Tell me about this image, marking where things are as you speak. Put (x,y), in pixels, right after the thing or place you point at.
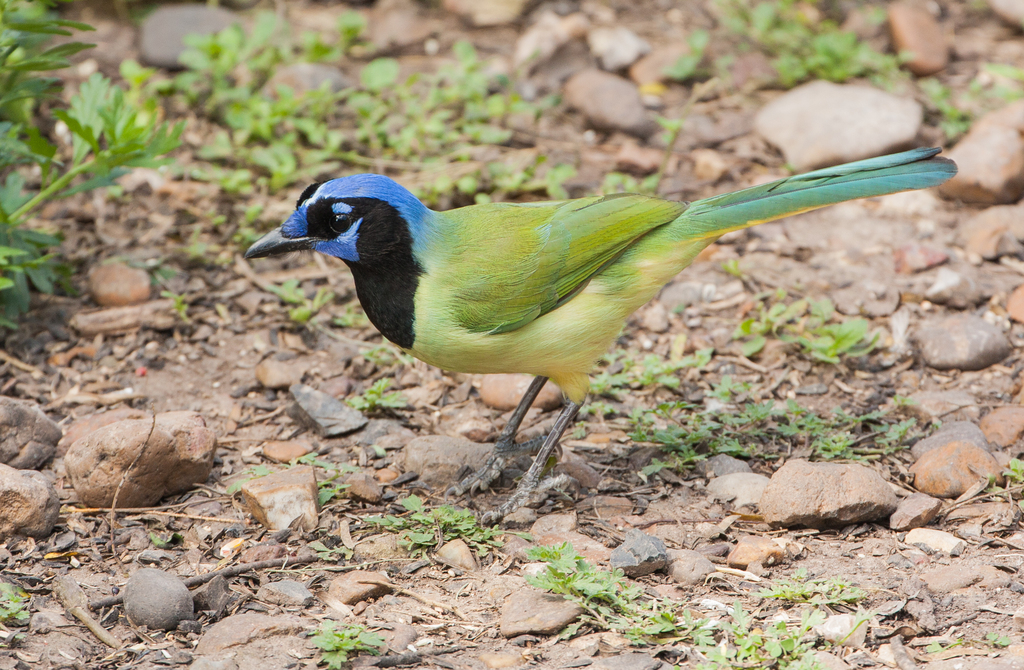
In this image, we can see a colorful bird (537,331) is standing on the ground (579,532). Here we can see stones (11,517) and plants (22,247).
